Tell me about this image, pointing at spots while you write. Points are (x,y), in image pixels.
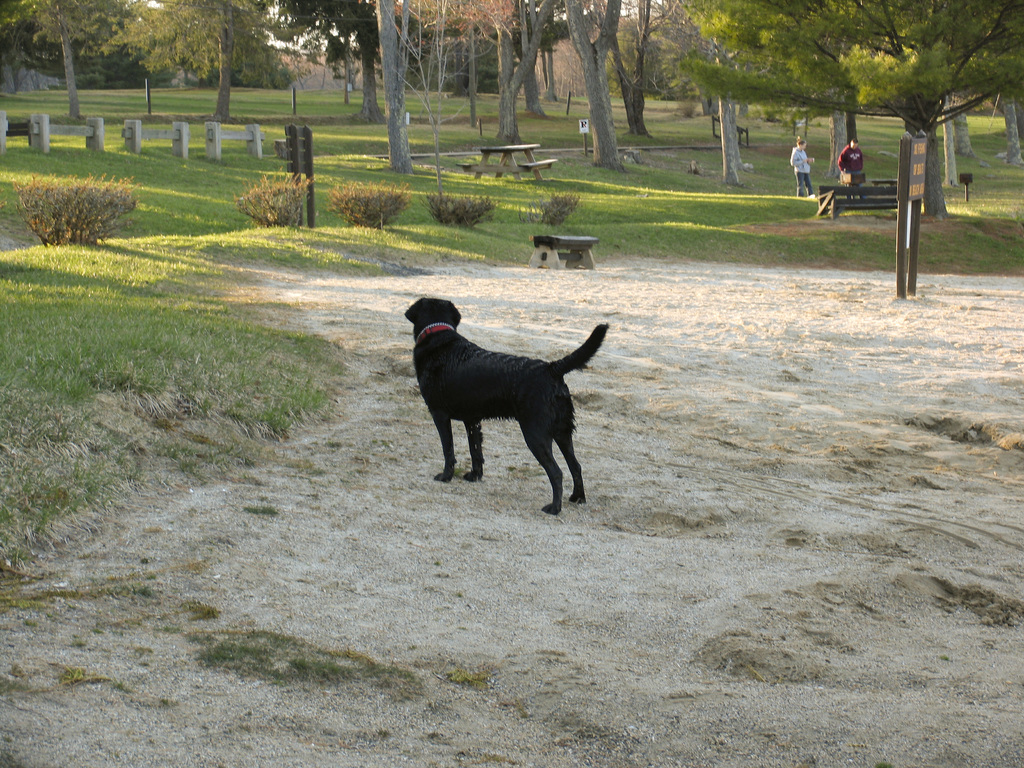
This image is taken outdoors. At the bottom of the image (326,578) there is a ground (328,312) with grass (260,242) on it. In the middle of the image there is a dog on the ground (84,370). On the right side of the image (916,228) there is a board (911,166) with text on it and a woman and a man (844,171) are standing on the ground (964,227). In the background (854,190) there are a few empty benches (829,190) and trees (167,39) and there are a few plants (59,208).
